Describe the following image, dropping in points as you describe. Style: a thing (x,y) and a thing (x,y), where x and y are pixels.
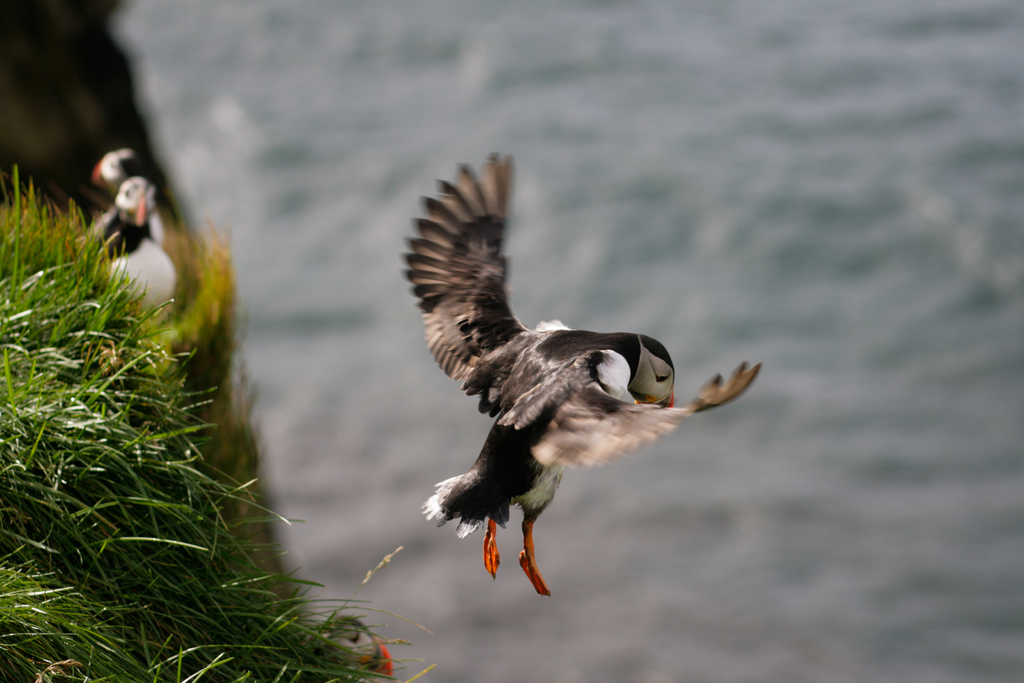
In this image we can see there is a bird (485,374) flying in the air (477,445), below the bird (553,409) there is a river (766,198). On the left side of the image (122,170) there are other two birds (125,228) on the grass (74,507).
